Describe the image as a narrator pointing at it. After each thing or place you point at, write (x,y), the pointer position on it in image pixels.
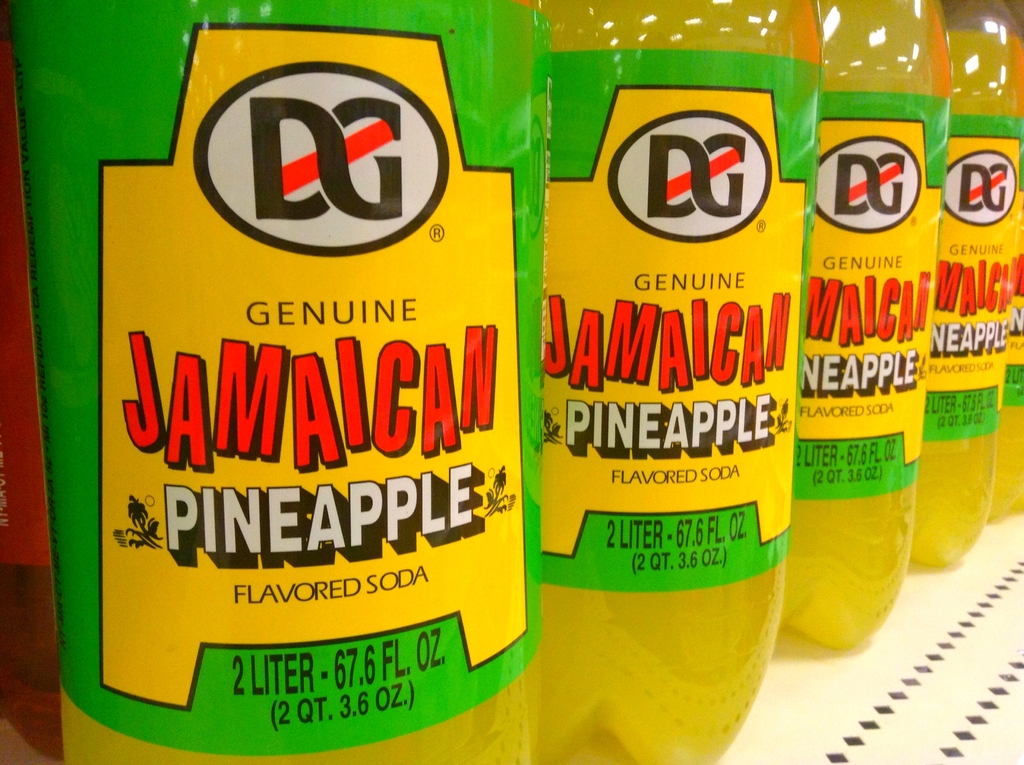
This picture shows a pineapple flavored soda bottles (433,513), arranged in a shelf (902,673) here.
